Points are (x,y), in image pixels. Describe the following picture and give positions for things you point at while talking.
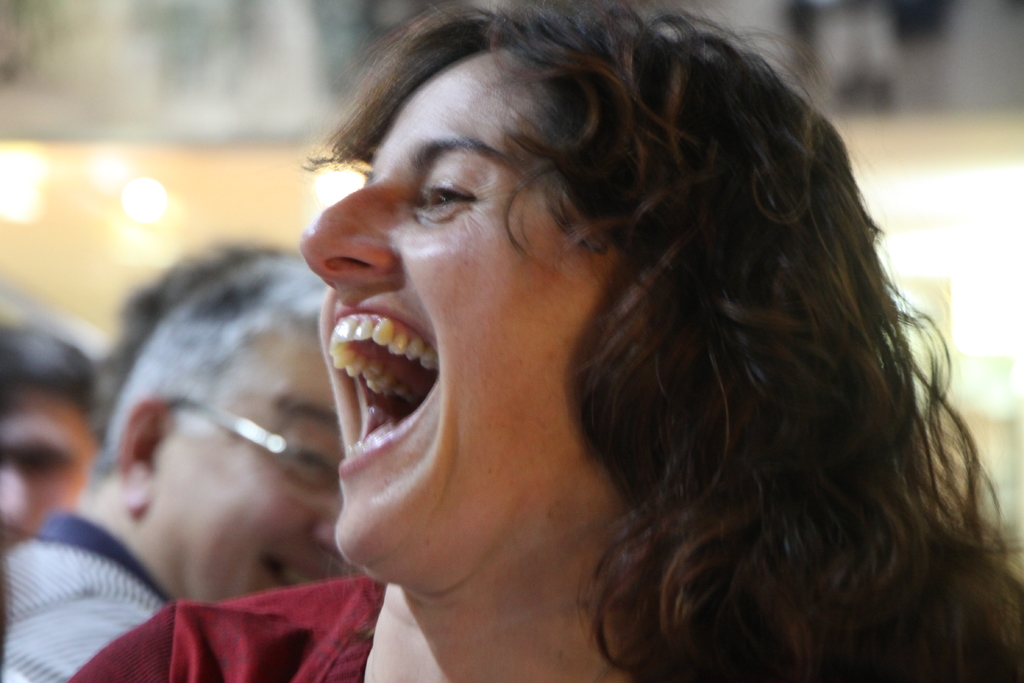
In this image there is a woman (565,419) who is laughing by opening her mouth (392,400). In the background (158,430) there is a man (207,494) who is also laughing.
